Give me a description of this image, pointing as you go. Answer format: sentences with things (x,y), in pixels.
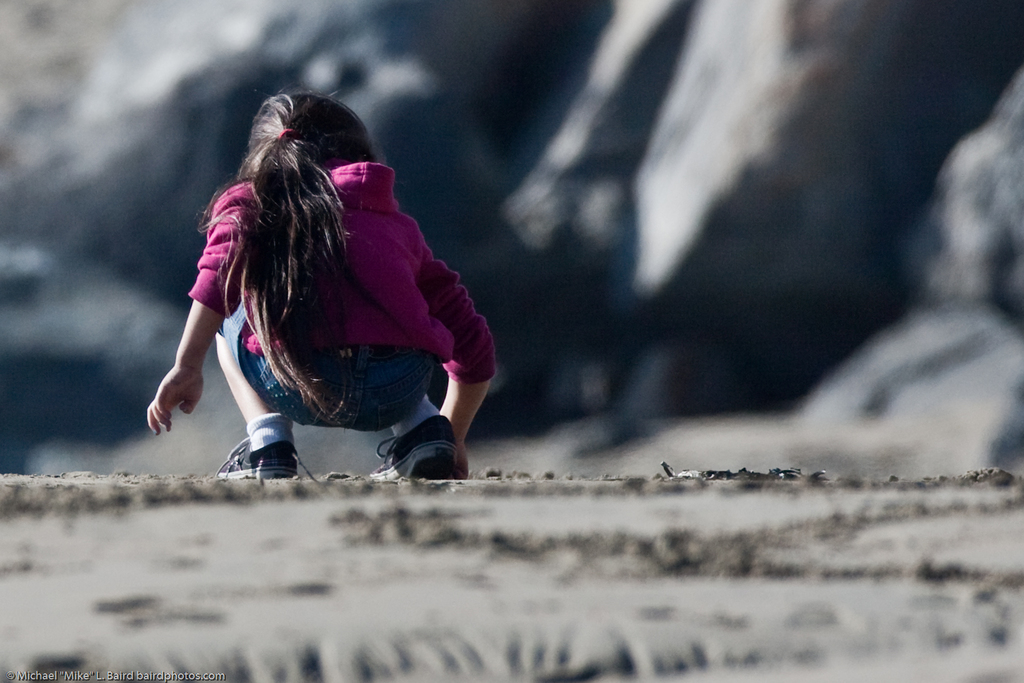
In this image we can see a girl (390,339) wearing a hoodie (364,301) is crouching on the ground (327,547). At the bottom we can see some text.
